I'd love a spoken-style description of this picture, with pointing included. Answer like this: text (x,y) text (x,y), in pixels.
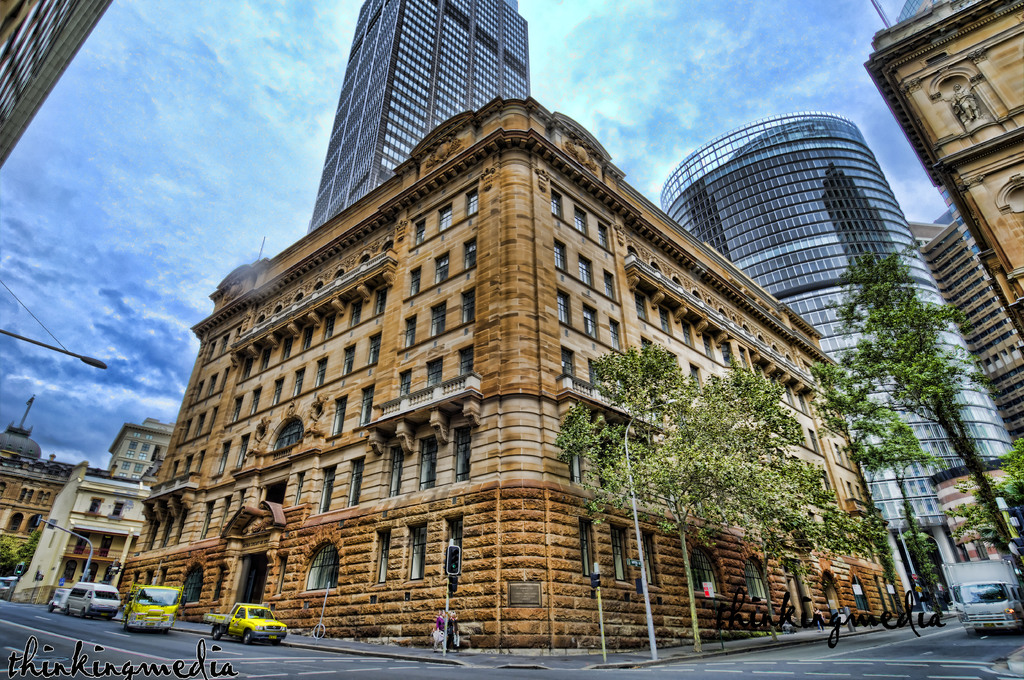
In this picture we can see the sky (625,5), buildings (751,264), trees (882,444), poles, vehicles (999,581) on the road (958,642). We can see watermarks (31,669). On the left side of the picture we can see a light pole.
